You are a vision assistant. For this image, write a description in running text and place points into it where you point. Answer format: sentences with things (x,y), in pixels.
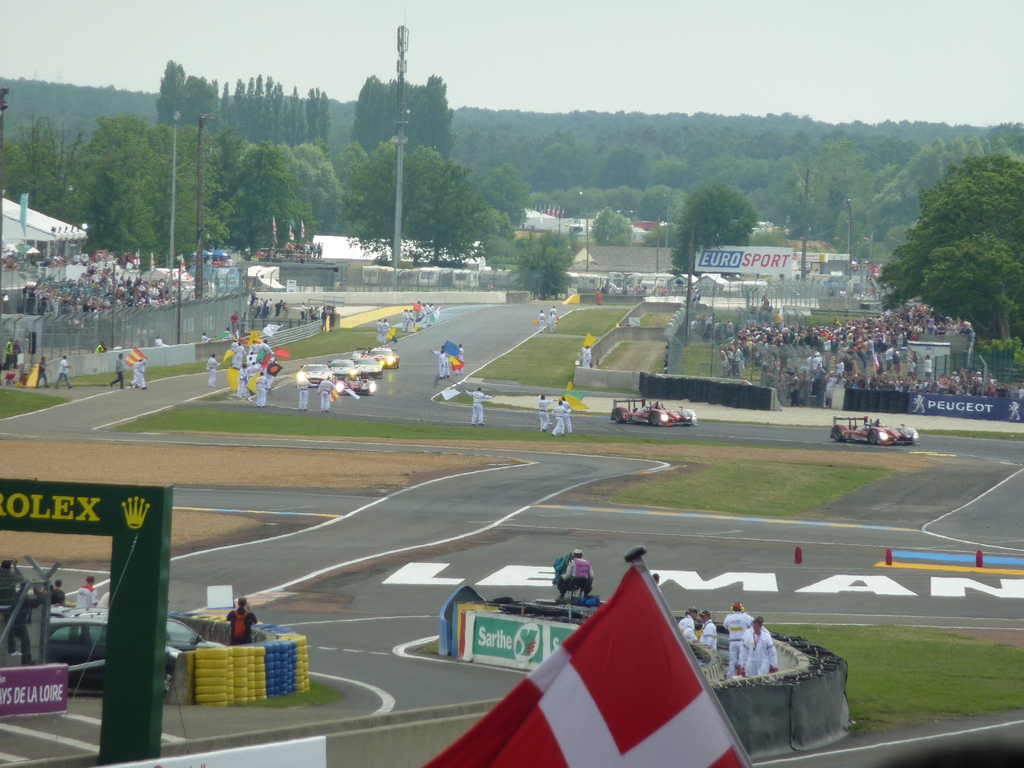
In this picture we can see an arch (2,501), vehicles (176,627) on the road (328,443), banners (554,637), flags (570,753), fences (128,341), poles (179,296), trees (420,191), grass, sheds (48,228) and some objects (624,274) and a group of people (332,316) standing and in the background (840,52) we can see the sky (463,47).
